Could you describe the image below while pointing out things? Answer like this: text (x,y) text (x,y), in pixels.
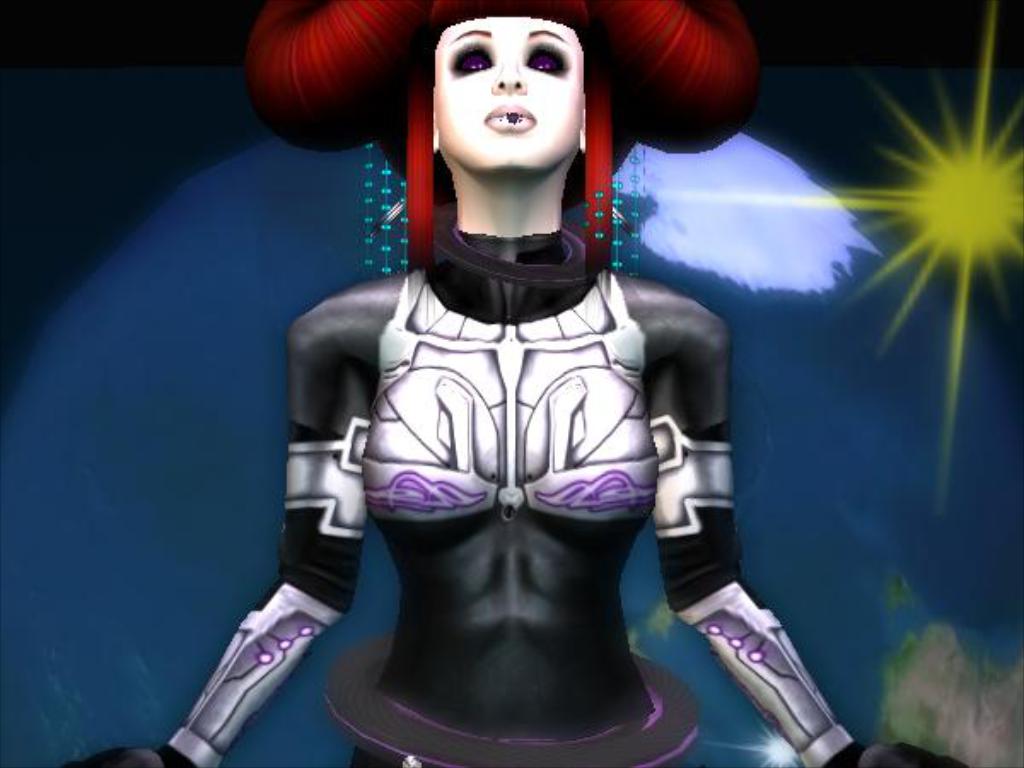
This is an animated image. I can see a woman (544,618) standing. In the background (121,435), there is a globe (252,195) and the sun (971,214).
